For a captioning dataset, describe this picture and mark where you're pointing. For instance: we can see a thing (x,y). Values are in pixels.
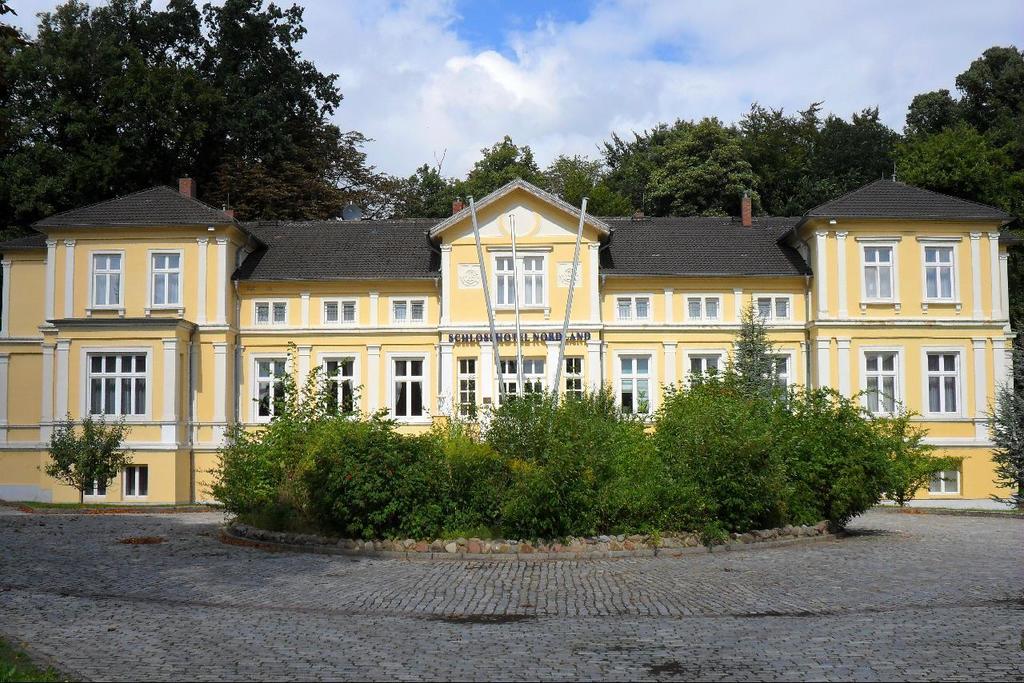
In this image, we can see a building (614,324) and there are trees (291,186), plants (294,440) and poles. At the bottom (540,602), there is a ground (678,623) and at the top (500,78), there are clouds (526,80) in the sky (512,80).
